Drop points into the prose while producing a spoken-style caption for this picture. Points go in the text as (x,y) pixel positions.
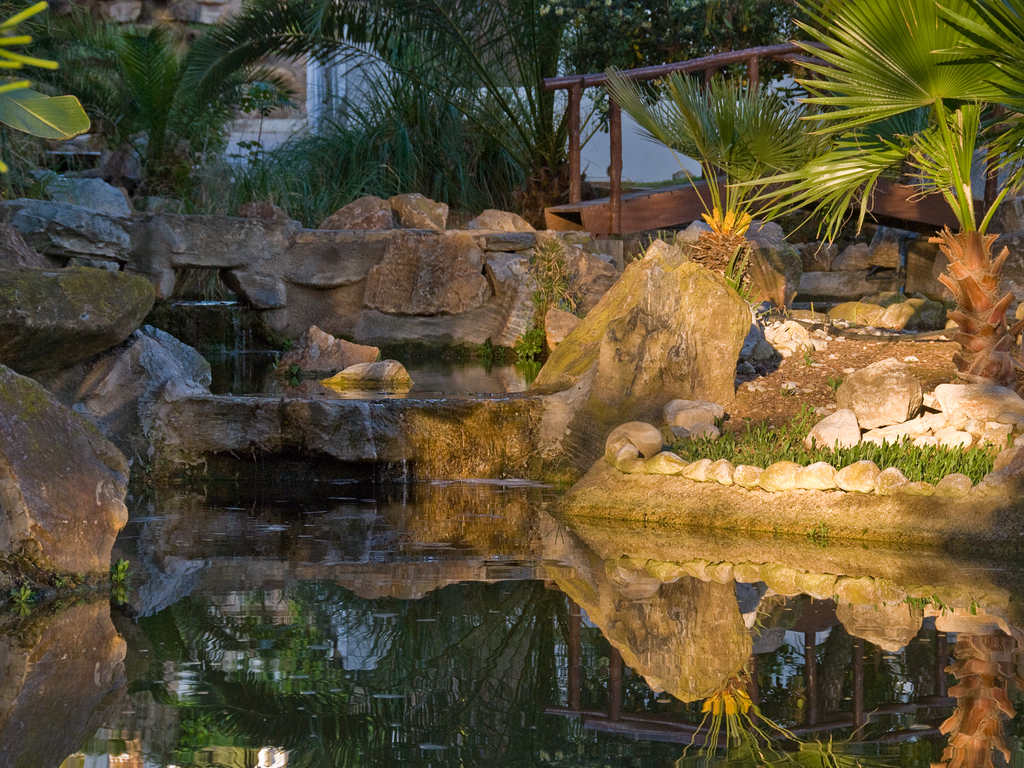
In the picture I can see the water (475,500), rocks (576,392), trees (536,135), plants (523,139), wooden objects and some other objects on the ground (463,216).
